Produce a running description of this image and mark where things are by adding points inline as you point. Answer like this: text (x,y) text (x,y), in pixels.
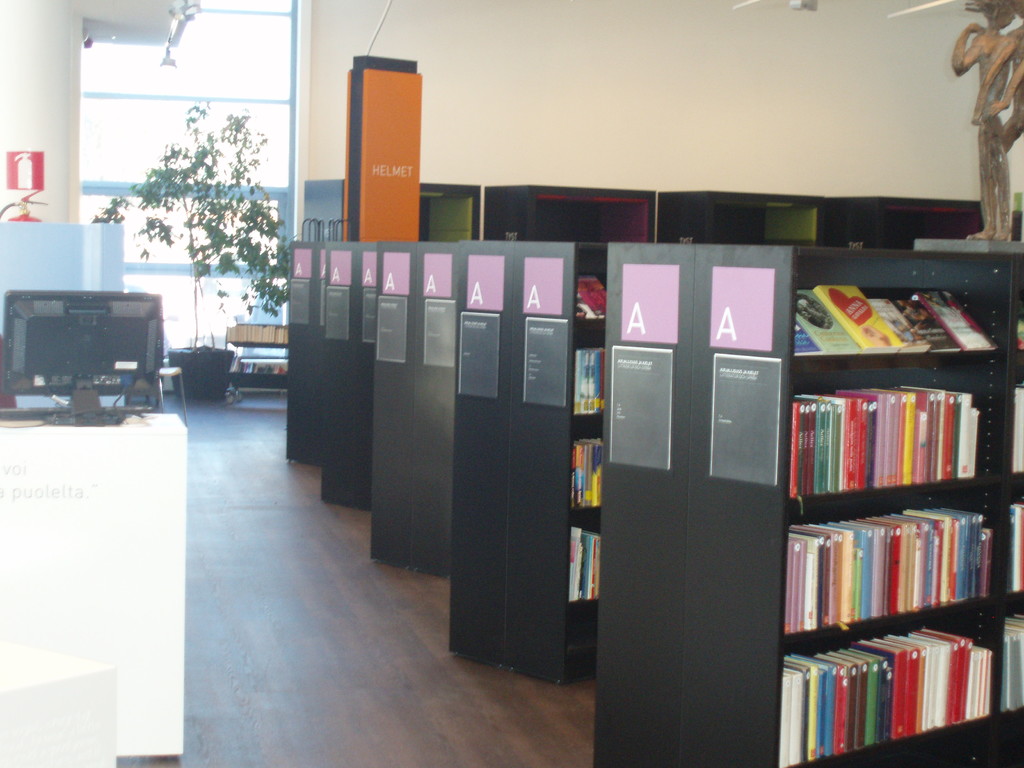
In this image we can see a group of books (592,376) which are placed in the racks (687,404). We can also see some boards (718,413), a plant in a pot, a statue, a monitor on a table (10,605), an fire extinguisher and a window (144,157).
